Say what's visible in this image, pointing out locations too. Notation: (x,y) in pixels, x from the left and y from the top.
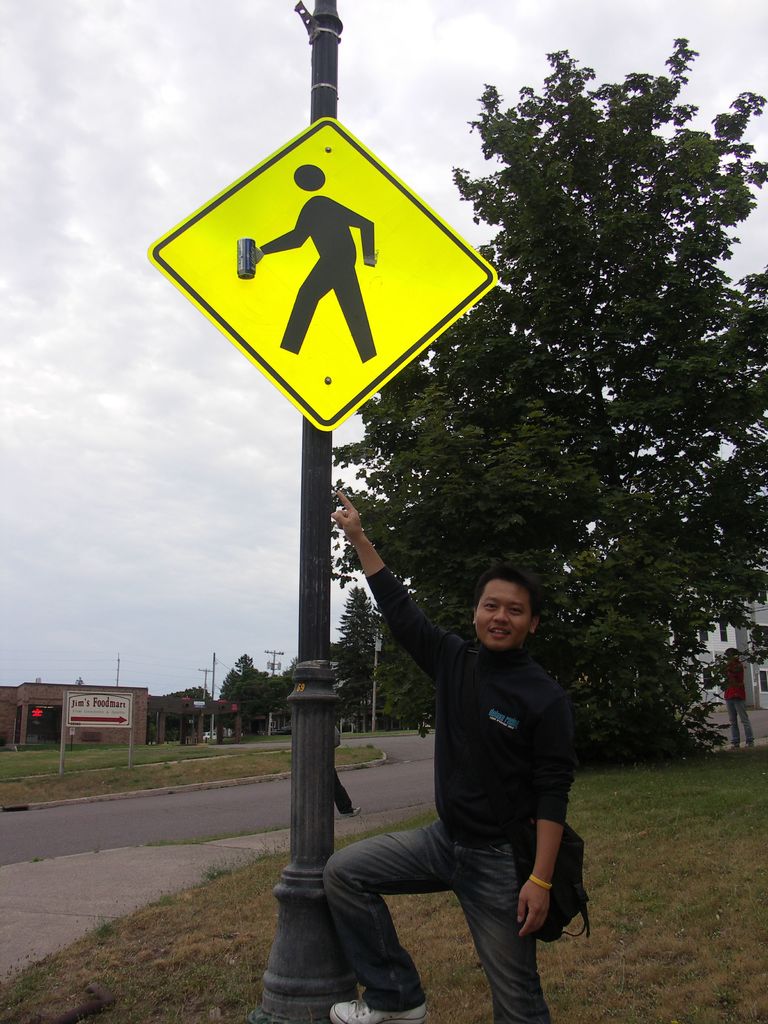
In this image there is a man (490,916) standing. He is wearing a bag (570,904). Beside him there is a pole (306,463). There is a sign board (336,242) to the pole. There is grass (652,852) on the ground (652,924). Behind the pole (321,823) there is a tree (591,506). There is a person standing near the tree (626,693). Beside the tree (614,673) there is a road (70,811). In the background (190,709) there are buildings (57,703), poles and trees (286,678). On the other side of the road (120,819) there is a board (92,726). At the top (137,337) there is the sky (131,375).
